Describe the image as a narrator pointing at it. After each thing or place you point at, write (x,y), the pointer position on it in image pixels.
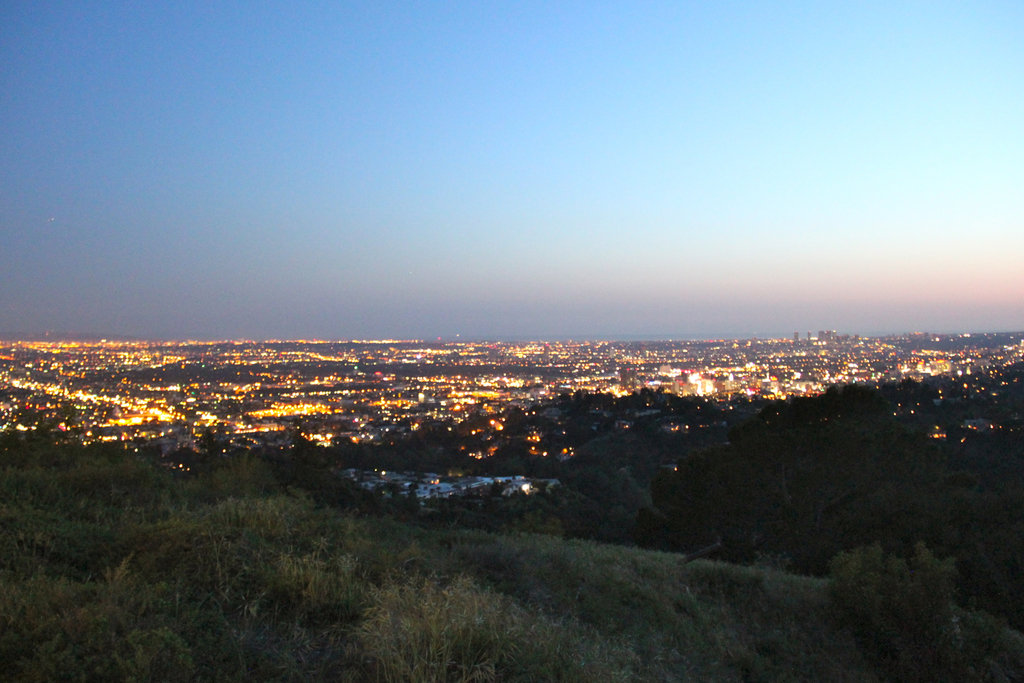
In this picture I can see trees (530,528), lights (285,365), and in the background (472,154) there is sky (241,255).
